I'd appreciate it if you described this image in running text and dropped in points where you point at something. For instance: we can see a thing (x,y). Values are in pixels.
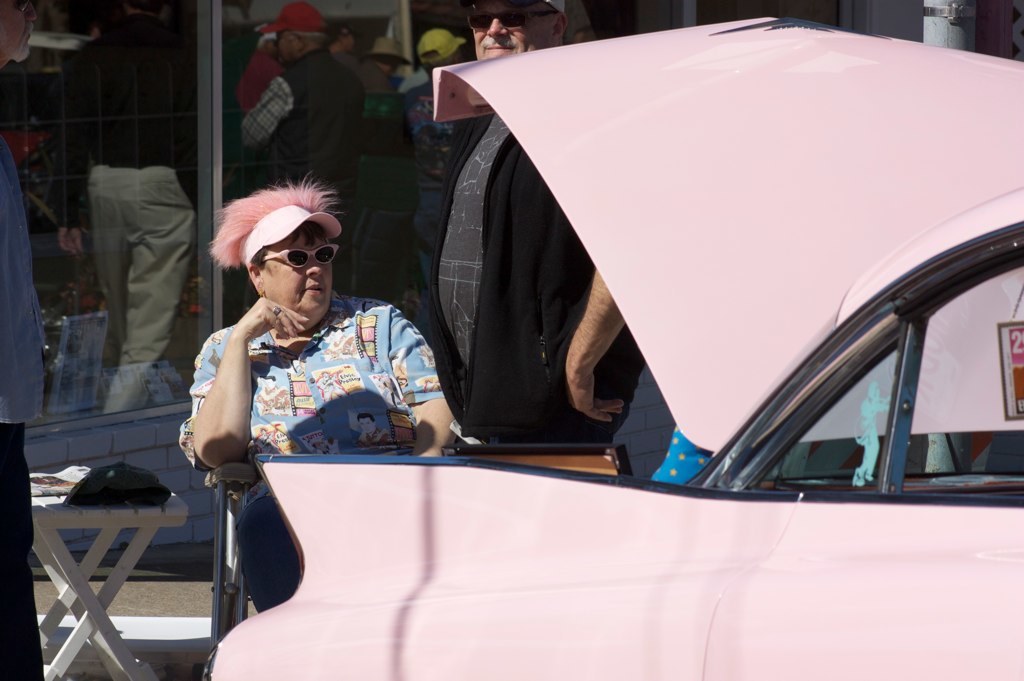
In the image there is a person (307,401) in blue t-shirt (339,401) and pink cap (238,246) sitting on chair (248,473) behind a pink car (886,659) and in the back (481,161) there are many people (176,155) standing.
